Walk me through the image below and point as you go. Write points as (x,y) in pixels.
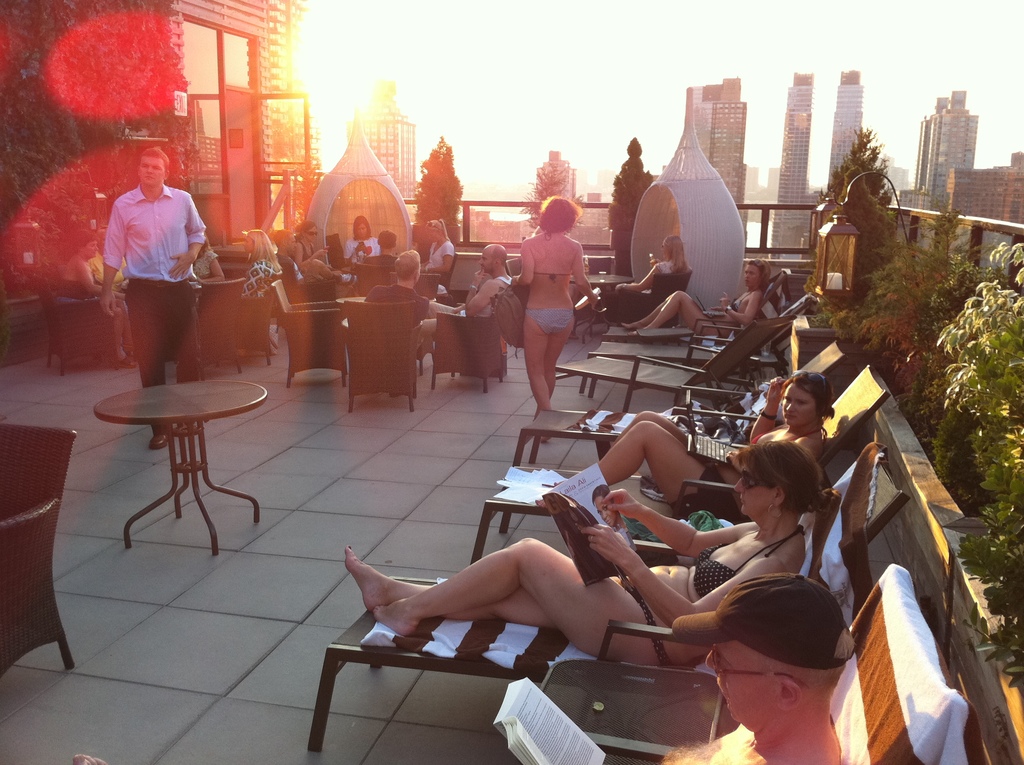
In the image we can see there are people (759,680) who are sitting on chair (646,300) and they are resting on it by reading book (510,696) in their hand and few people (558,341) are standing and its a building (237,112) and on the other side there are other buildings (1014,173) and there are small trees (889,310) near the sitting area (369,275).
